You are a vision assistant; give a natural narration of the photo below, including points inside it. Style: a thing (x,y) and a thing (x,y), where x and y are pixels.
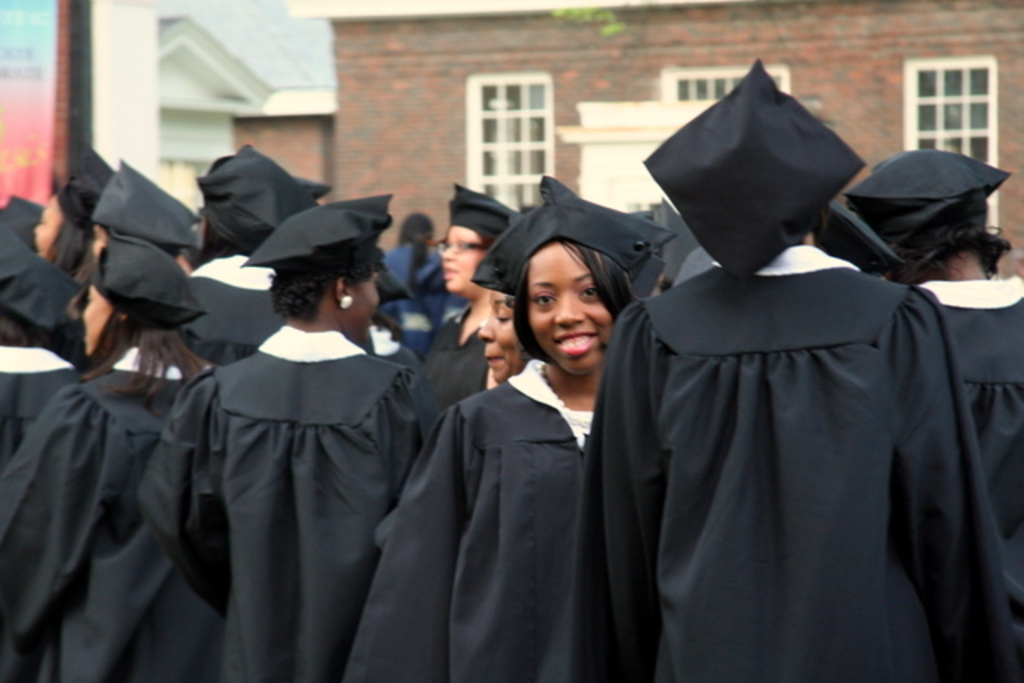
In this picture there are group of people (553,264). In the foreground (517,663) there is a woman (504,399) standing and smiling. At the back (75,141) there is a building (446,172) and there is a board (5,88), there is text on the board (13,78).
